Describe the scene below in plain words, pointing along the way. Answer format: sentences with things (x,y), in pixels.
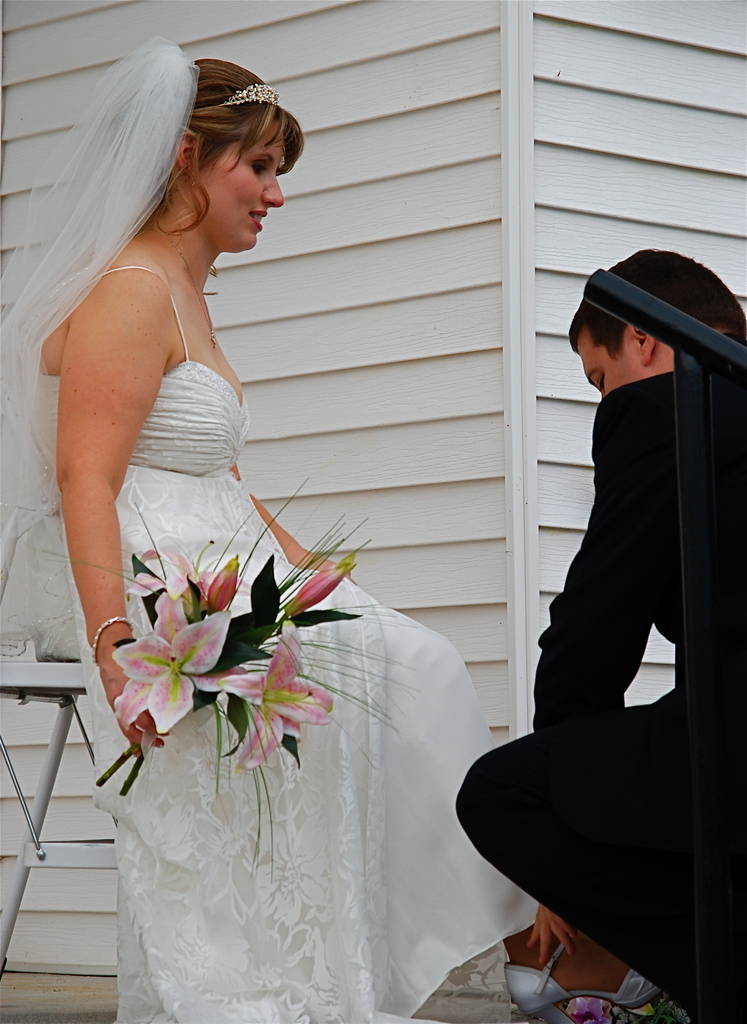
In this picture I can observe a couple (503,772). Woman (158,795) is holding a bouquet (186,590) in her hand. In the background (374,382) I can observe wall (387,235).
